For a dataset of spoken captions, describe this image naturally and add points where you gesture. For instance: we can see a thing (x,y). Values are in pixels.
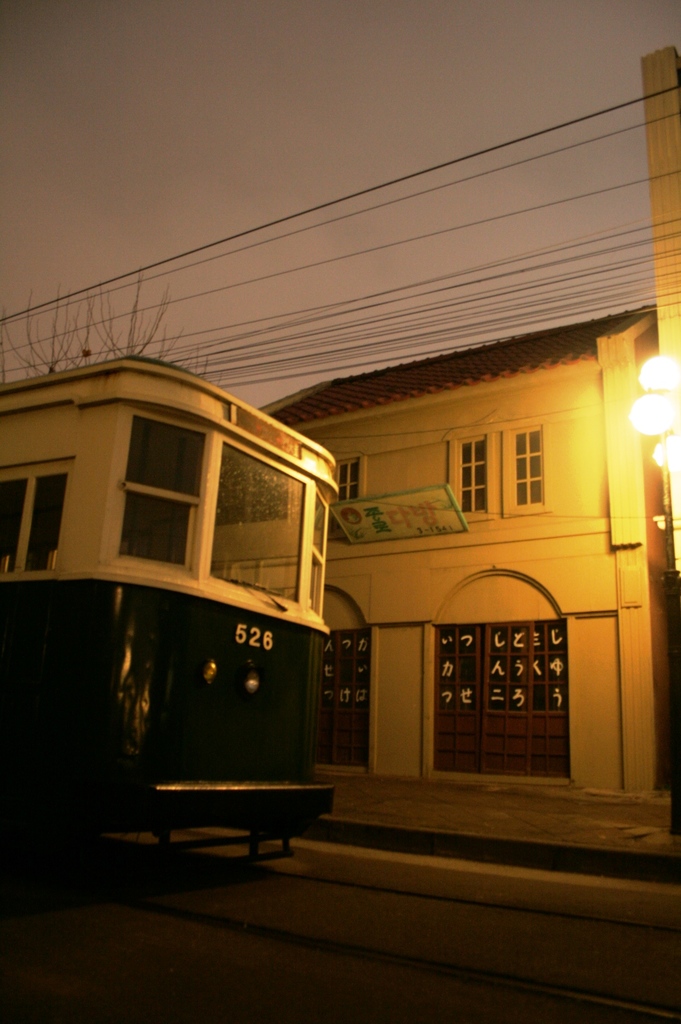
In this picture we can see a tram (127,638) in the front (273,591), in the background (466,589) there is a house (551,568) and a board (445,508), on the right side (668,373) we can see lights (662,366), there are some wires (235,253) in the middle (302,342), we can see the sky (262,327) at the top of the picture (296,105).
